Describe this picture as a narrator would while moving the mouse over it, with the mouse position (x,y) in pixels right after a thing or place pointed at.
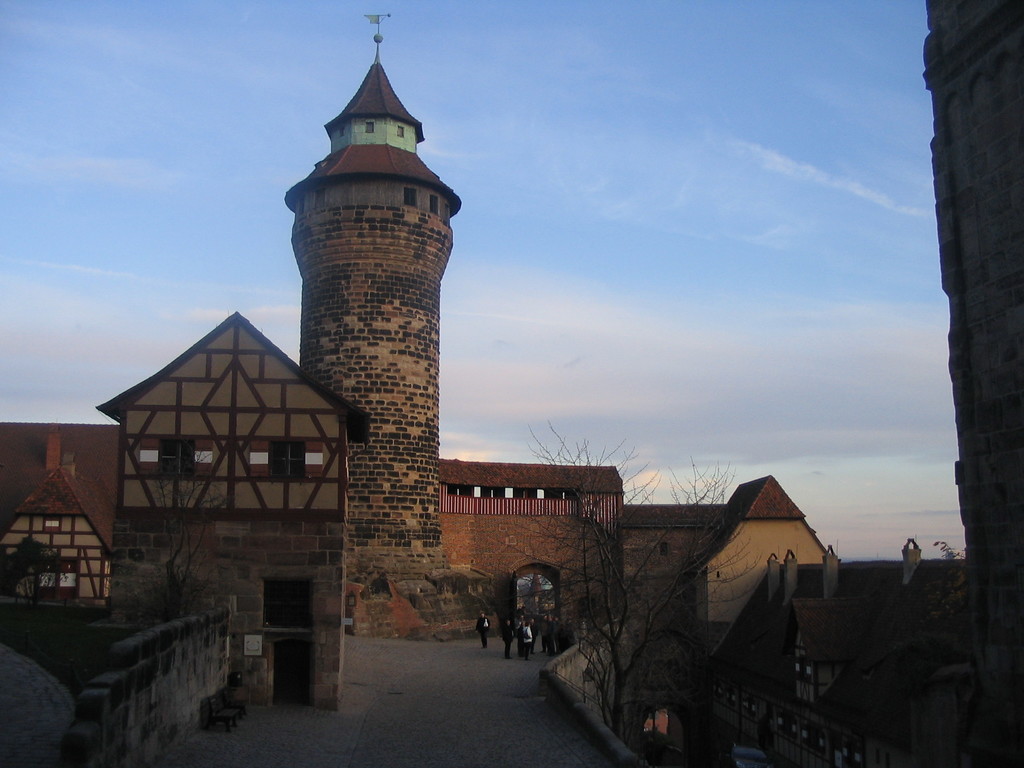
In this image we can see buildings (150,537), trees (635,577), people (504,629) and pavement (422,746). There are two benches (224,712) at the bottom of the image (231,719). We can see the sky (598,117) with some clouds (635,328).
